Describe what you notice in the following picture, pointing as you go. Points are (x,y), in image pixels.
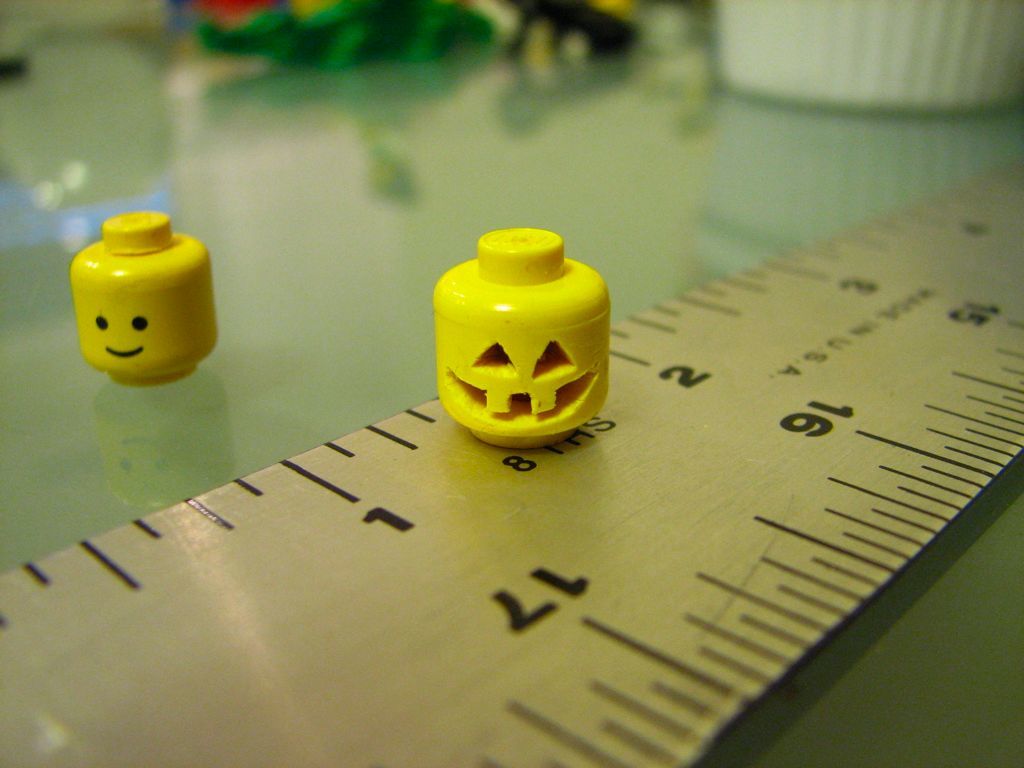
In the foreground of this image (328,492), in the middle (468,338), there is a yellow color object (553,399) on a scale (602,510). Beside it, there is another yellow color object (166,316) on the glass (239,389). At the top (414,29), there are few objects (597,21).
